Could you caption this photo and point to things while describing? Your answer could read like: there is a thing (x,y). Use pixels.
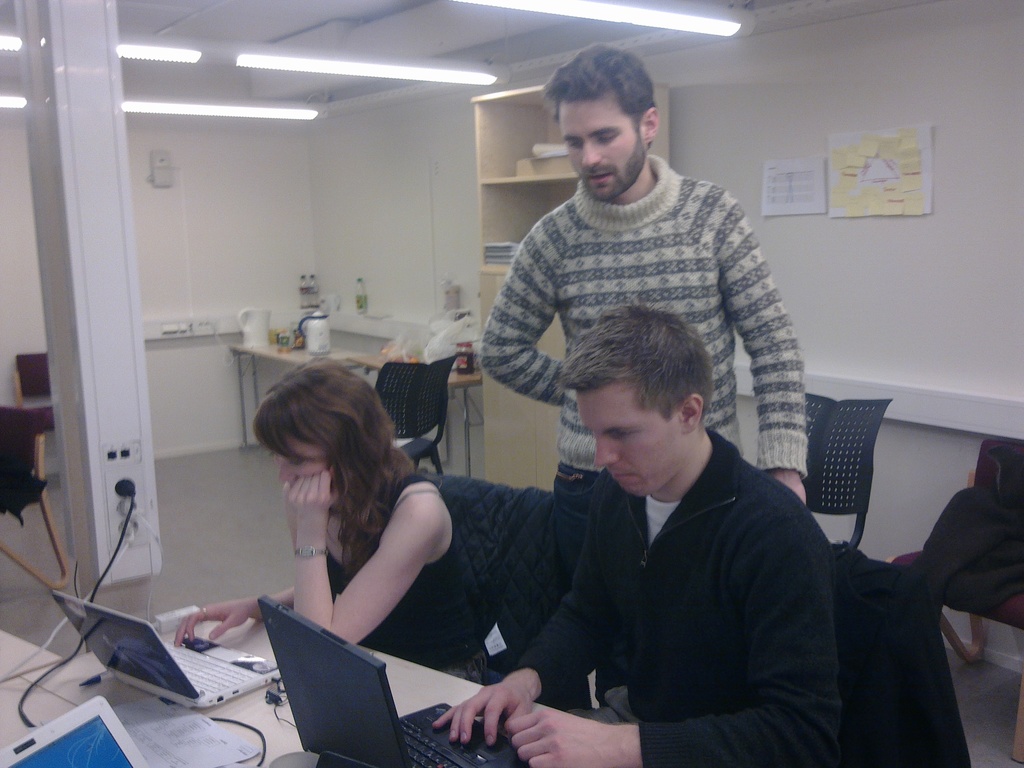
In this image we can see three persons (587,389), among them one person (571,533) is standing and the other two persons (364,632) are sitting on the chairs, in front of them, we can see a table (249,703), on the table (263,708), there are laptops (287,668), book (159,739), cable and some other objects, also we can see some chairs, there is a cupboard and a table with some objects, we can see the posters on the wall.
